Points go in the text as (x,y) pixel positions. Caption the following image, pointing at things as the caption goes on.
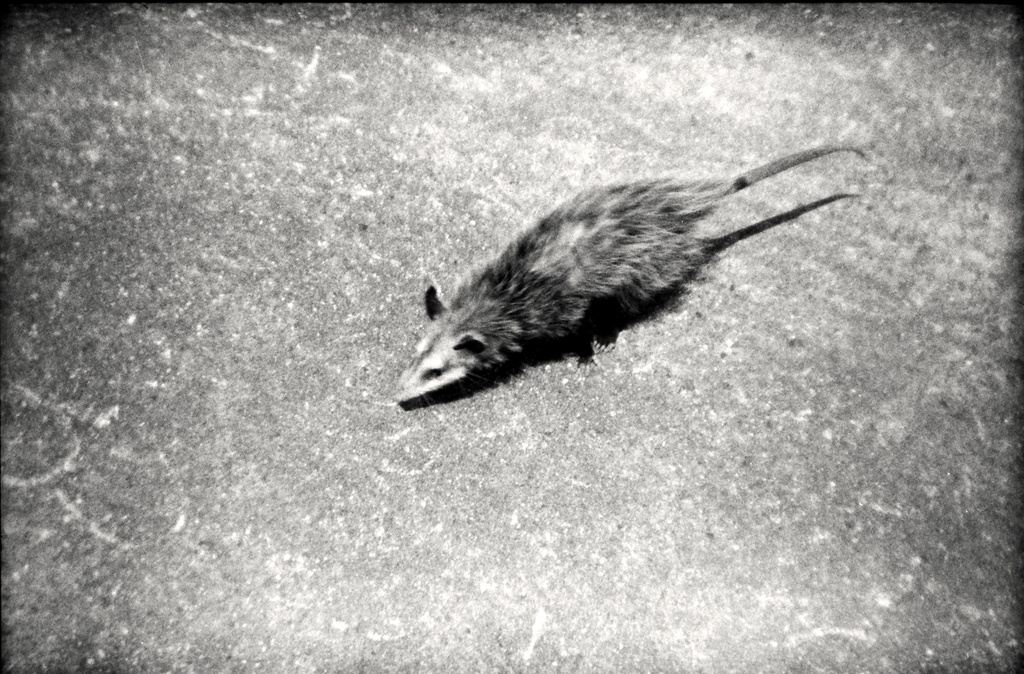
In this image on the floor (707,313) there is an opossum (480,330).
